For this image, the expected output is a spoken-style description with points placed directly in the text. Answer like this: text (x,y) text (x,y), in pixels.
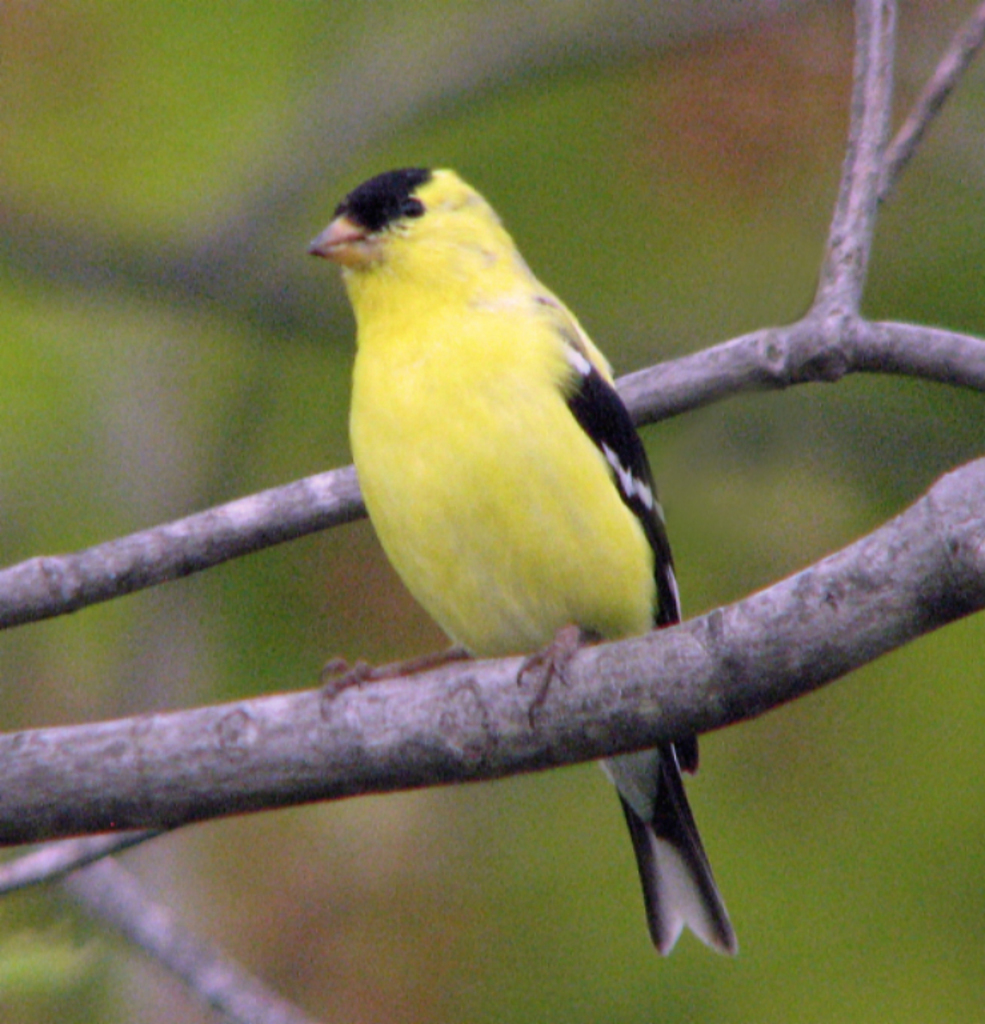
In the image there is a bird (534,436) sitting on the branch (886,564) of a tree (893,552) and the background of the branch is blur.
